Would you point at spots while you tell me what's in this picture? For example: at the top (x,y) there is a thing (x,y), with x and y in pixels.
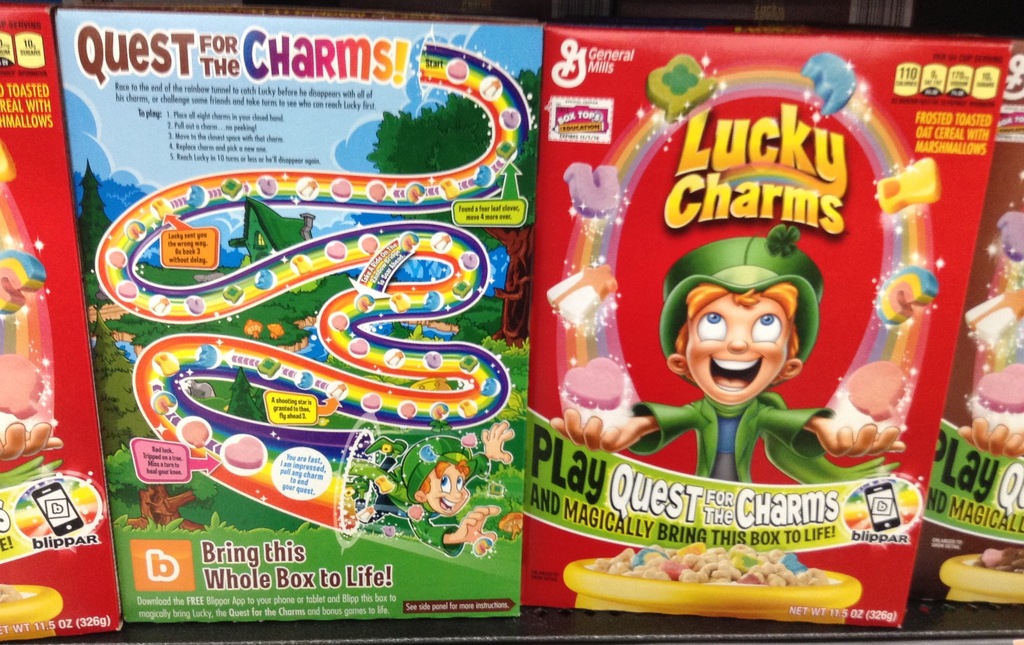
In this image there are boxes (365,407) with some text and images (722,305).
